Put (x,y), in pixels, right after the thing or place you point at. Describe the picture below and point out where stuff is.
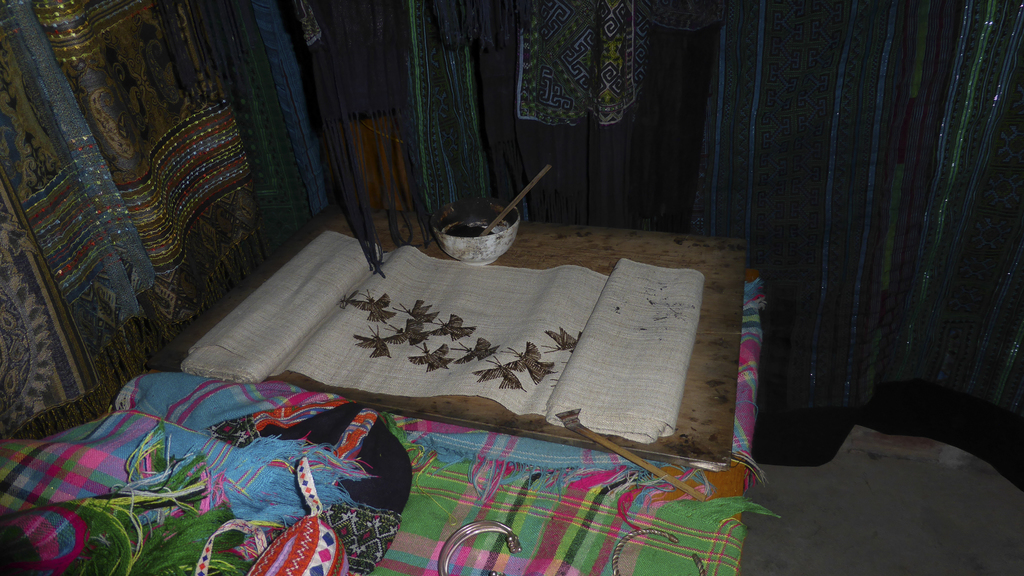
In the background of the picture (665,102) there are various clothes (585,102). In the center of the picture (643,328) there is a wooden plank (520,265), on the plank (504,413) there is a bowl (473,257), cloth (482,298) and sticks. At the bottom (408,517) there are clothes (426,531) and some metal objects (646,531). On the right (880,536) it is floor (859,514).
